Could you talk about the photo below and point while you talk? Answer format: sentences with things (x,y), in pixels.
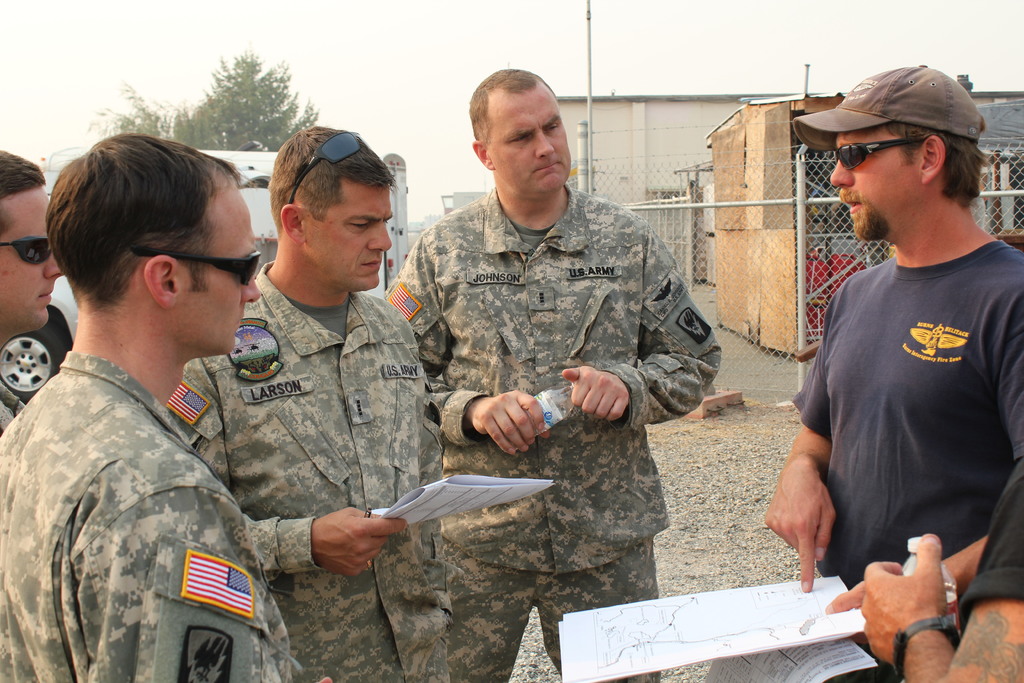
In this image we can see men (436,446) standing on the ground (793,430) and some are holding papers (438,503) in their hands (825,500). In the background (629,190) we can see building (644,151), shed (762,245), mesh (833,216), poles (793,204), trees (272,101) and sky (363,106).
